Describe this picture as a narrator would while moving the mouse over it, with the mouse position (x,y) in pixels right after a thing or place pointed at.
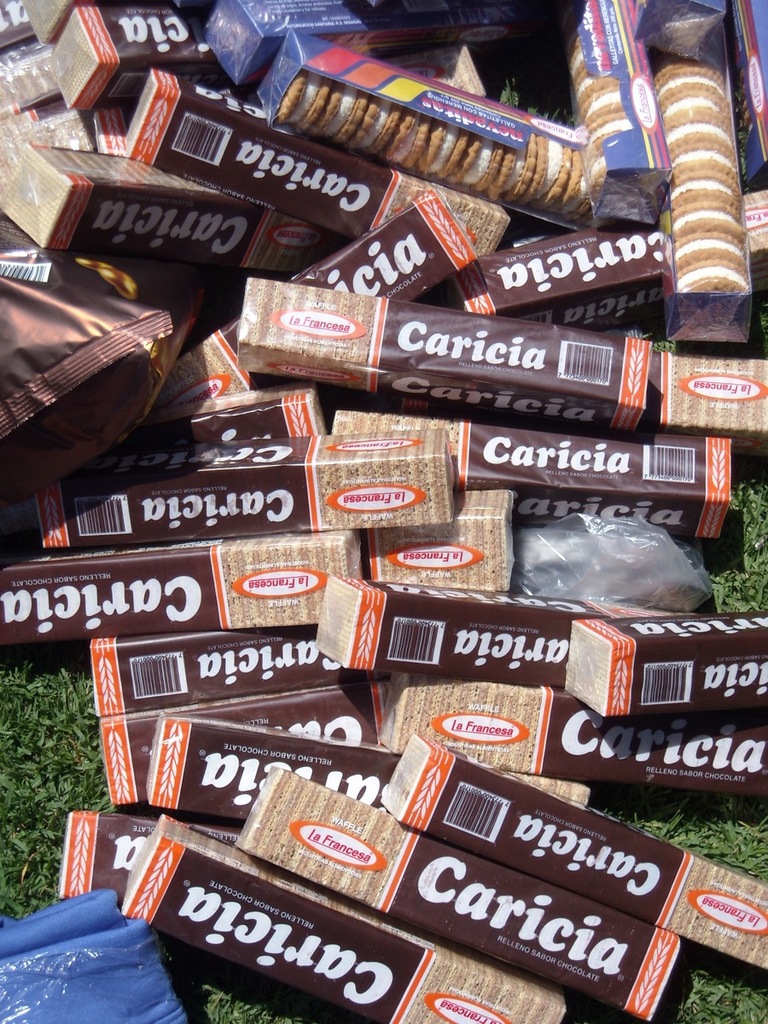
In this picture we can see boxes (245,565) with cream biscuits (723,256) in it, packets (156,385) on grass (38,679).
